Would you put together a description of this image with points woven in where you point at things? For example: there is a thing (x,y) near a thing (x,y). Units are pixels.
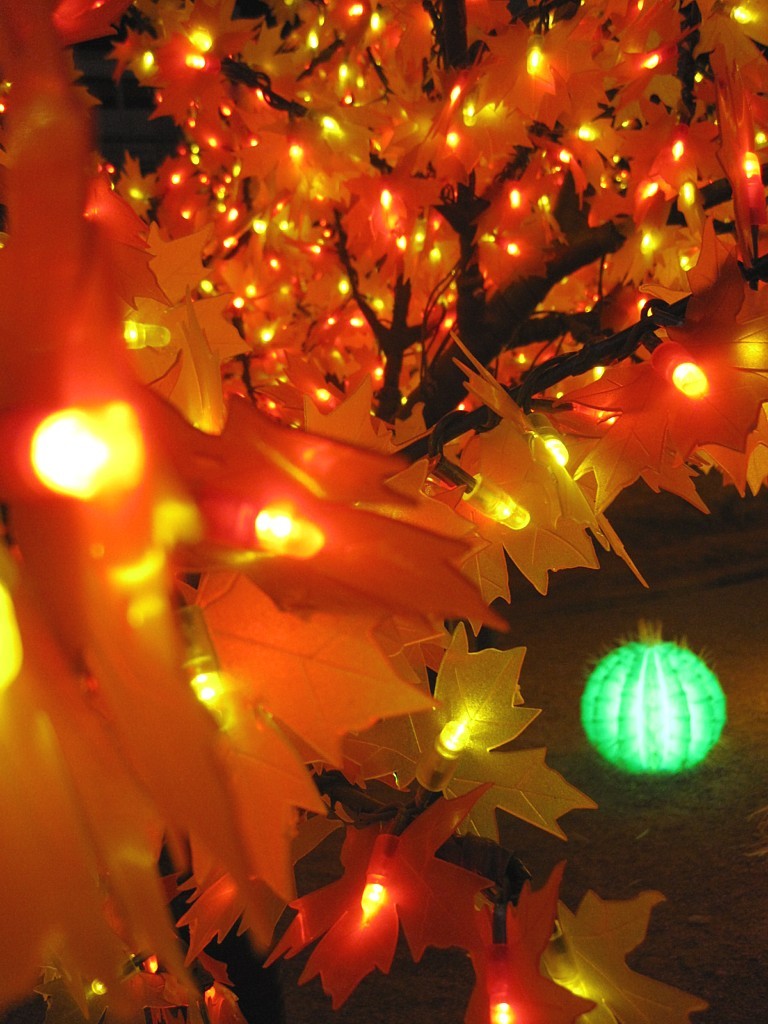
In the foreground of this image (342,476), there is a tree (475,523) and lights (509,511) attached to it and in the background (607,684), there is a green colored light balloon (648,680).
